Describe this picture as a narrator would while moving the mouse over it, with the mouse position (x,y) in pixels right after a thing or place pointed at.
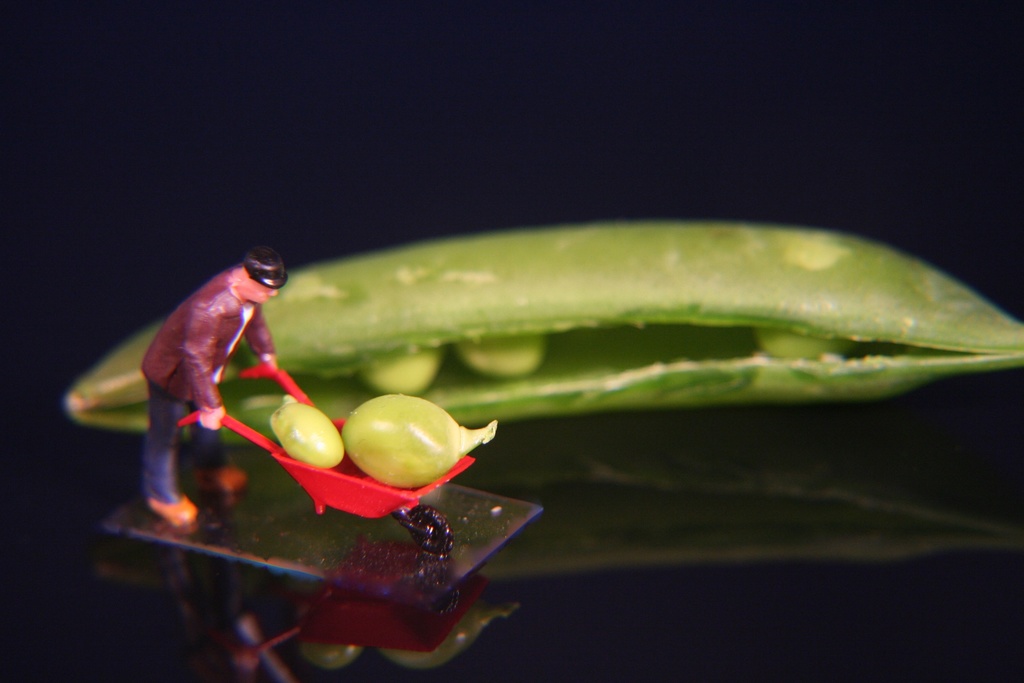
In this image we can see a vegetable (358,360). We can also see the depiction of a person (163,347) holding the cart vehicle (386,500) with some objects (361,429). The background is in black color.
